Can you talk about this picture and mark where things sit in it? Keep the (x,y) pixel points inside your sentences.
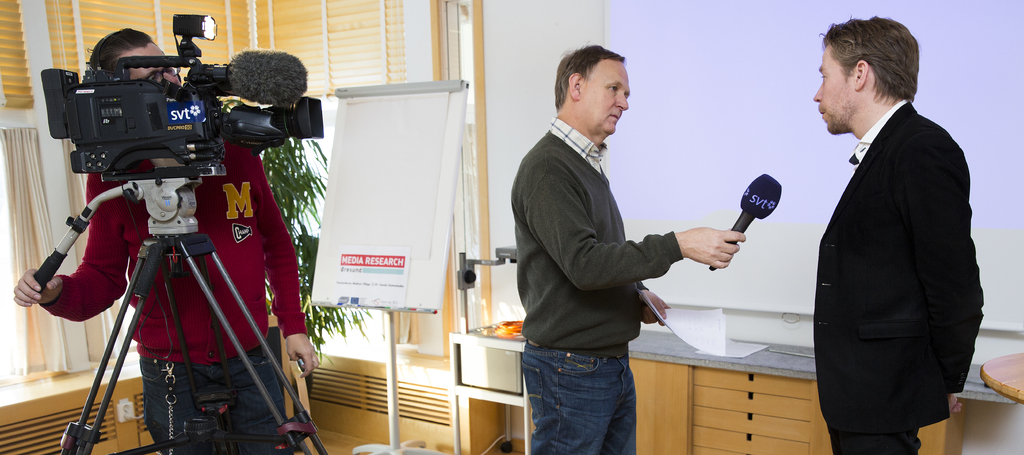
In the picture we can see a man (570,178) standing and interviewing a person (954,166) in front of him, holding a microphone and some papers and beside them, we can see a person (303,357) standing and holding a camera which is on the tripod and beside him we can see a part of the plant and a board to the stand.
